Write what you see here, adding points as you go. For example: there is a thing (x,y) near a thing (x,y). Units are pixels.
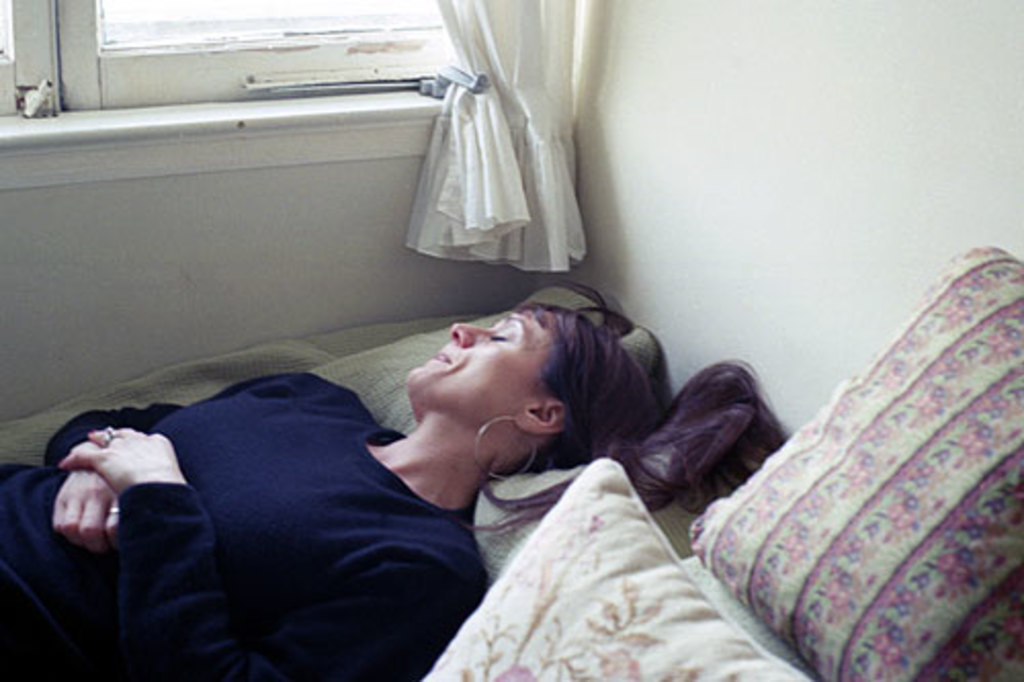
There is a woman (666,492) lying on bed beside her there are pillows (945,567) and a window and curtain (509,195) hanging on other side.
